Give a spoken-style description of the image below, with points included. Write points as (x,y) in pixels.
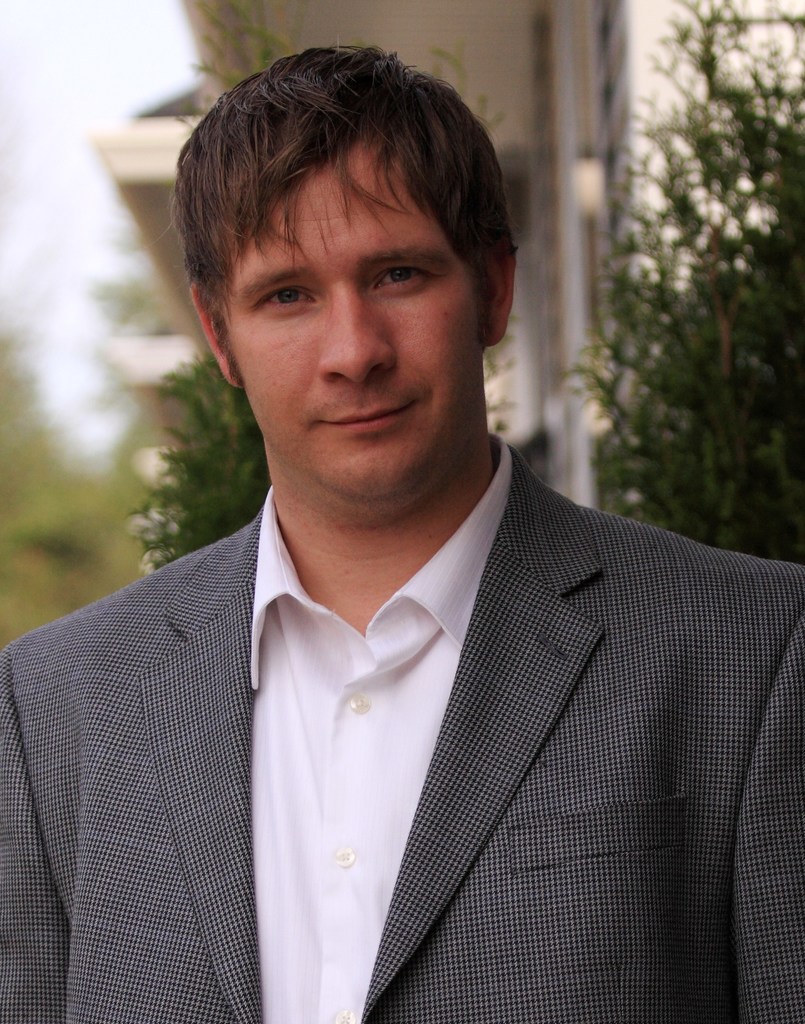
In this image, there is a person (152,643) in a suit (123,817), watching something. In the background (746,282), there are trees (258,47), plants (740,285), a building (683,83) and the sky (80,17).
